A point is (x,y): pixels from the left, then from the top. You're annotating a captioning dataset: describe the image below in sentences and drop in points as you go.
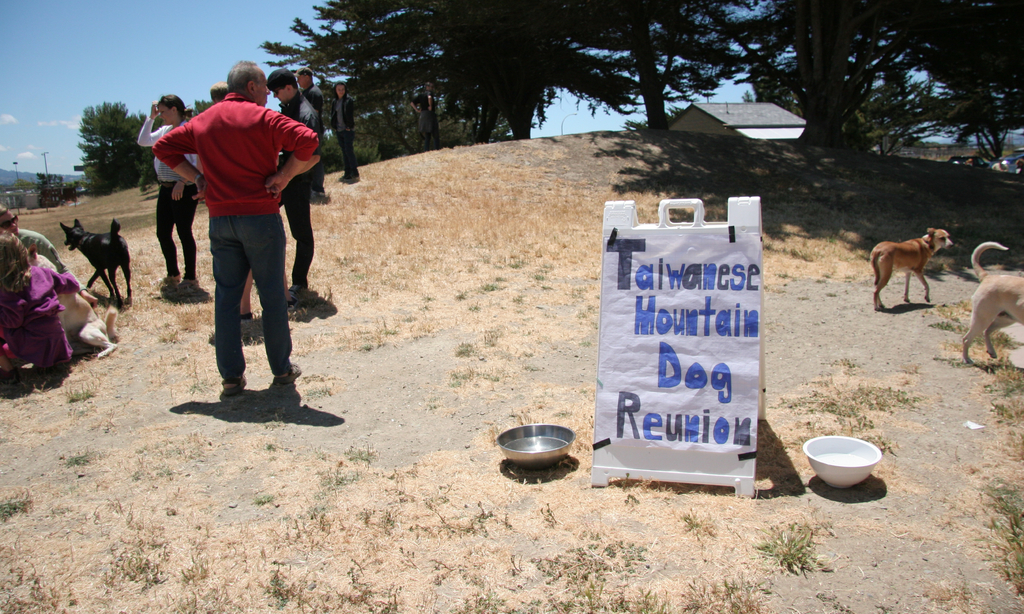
In this picture we can see some persons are standing. There is a dog (85,244) and these are the trees (483,7). Here we can see two bowls (818,466). And there is a sky (112,46).
